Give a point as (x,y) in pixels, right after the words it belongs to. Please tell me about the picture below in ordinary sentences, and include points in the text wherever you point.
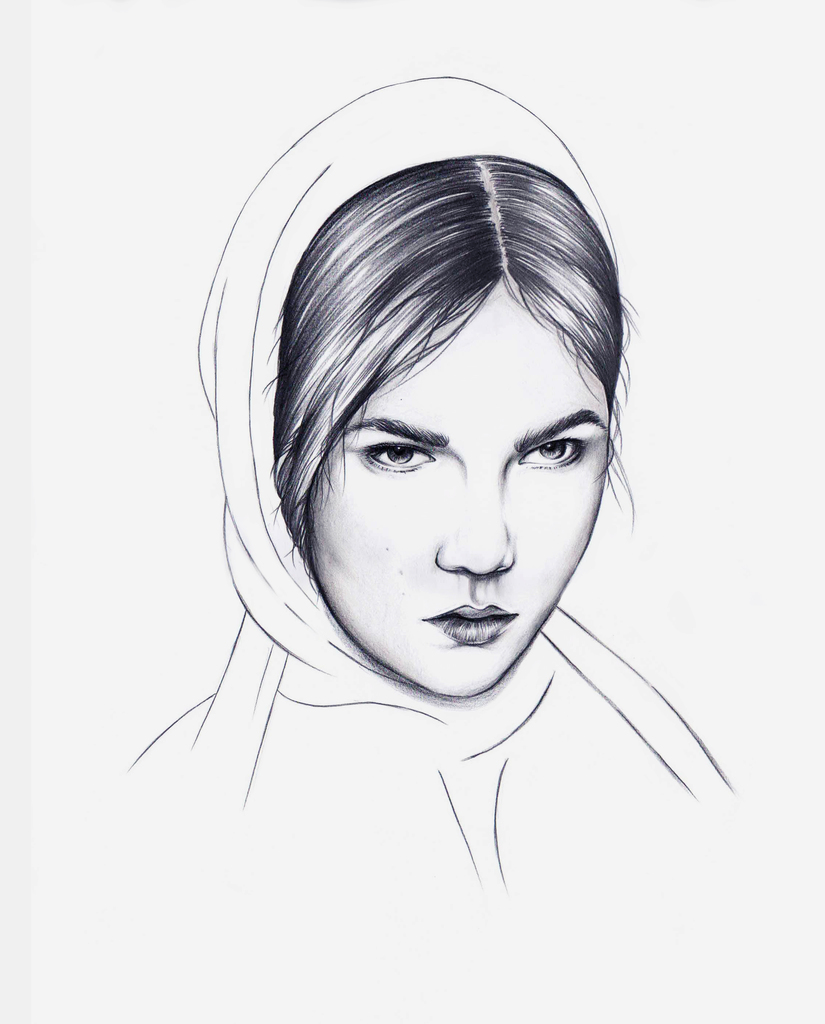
In this image I can see the art (415,544) of a woman (528,472) which is white and black in color on the white colored surface (660,877).
